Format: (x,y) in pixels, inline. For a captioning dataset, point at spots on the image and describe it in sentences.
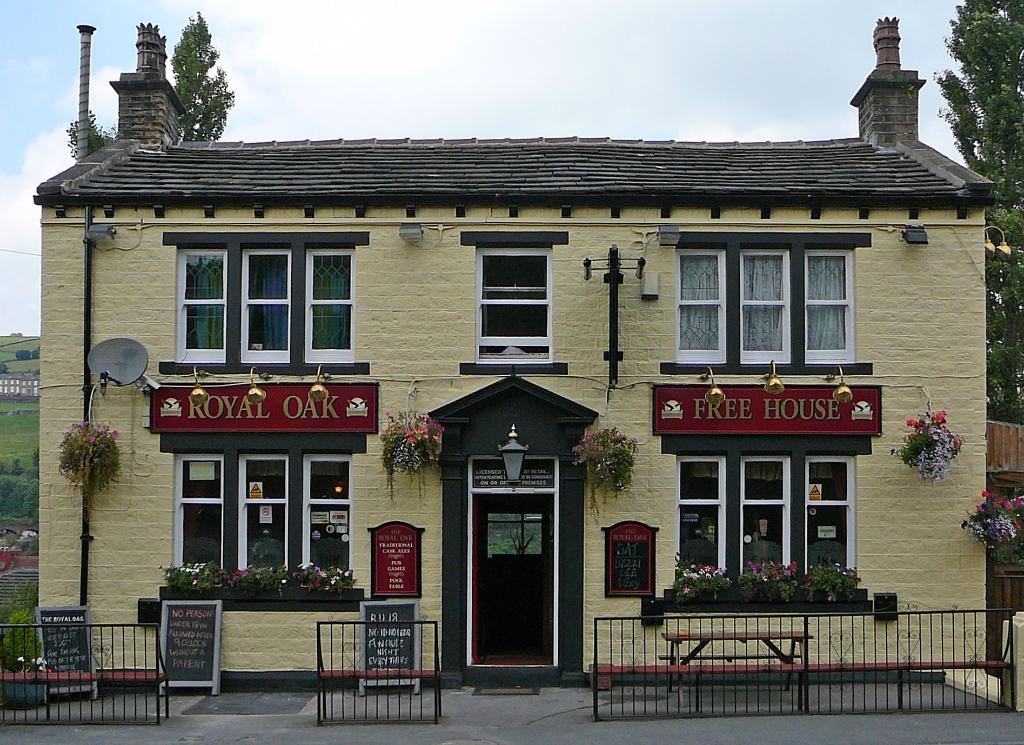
In this image I can see the house (621,329). There are many windows (505,261) to the house (365,517). I can also see the decorative flowers (64,475) and I can see two boards (745,395) to the house (507,420). In-front of the house (251,635) there is a railing (435,679) and many black color boards (49,667) to the left (210,652). In the background (10,97) there are trees (26,511), ground (33,347) and the sky (461,37).
